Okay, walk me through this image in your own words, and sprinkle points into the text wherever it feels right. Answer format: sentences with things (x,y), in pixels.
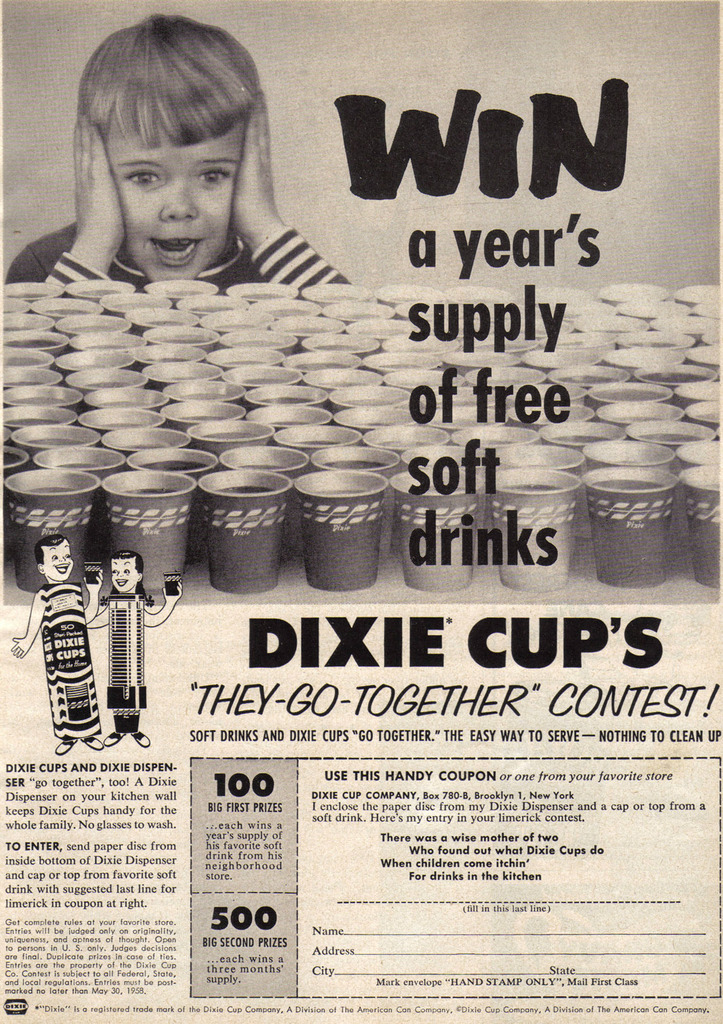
Here, we can see a photo (266,204), there is a kid (213,196) and some glasses (236,580), we can see some text (518,344) on the photo (389,373).
